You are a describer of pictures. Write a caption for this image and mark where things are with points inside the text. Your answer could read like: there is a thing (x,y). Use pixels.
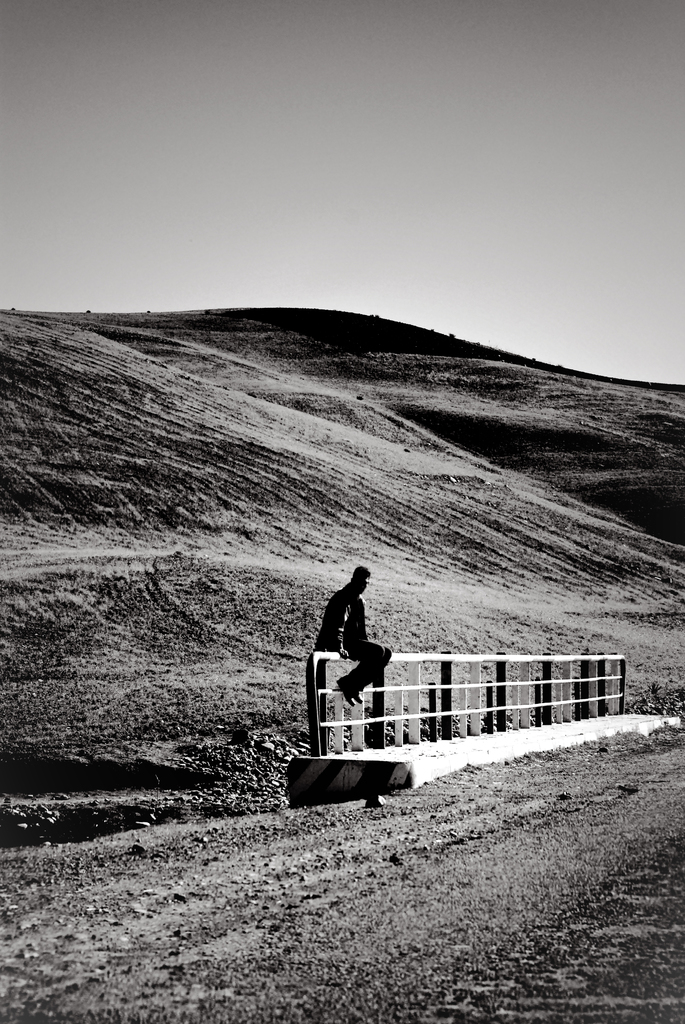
In this picture there is a person (345,629) wearing black dress (351,617) is sitting on the fence (526,680) and there is a mountain (302,442) behind him.
